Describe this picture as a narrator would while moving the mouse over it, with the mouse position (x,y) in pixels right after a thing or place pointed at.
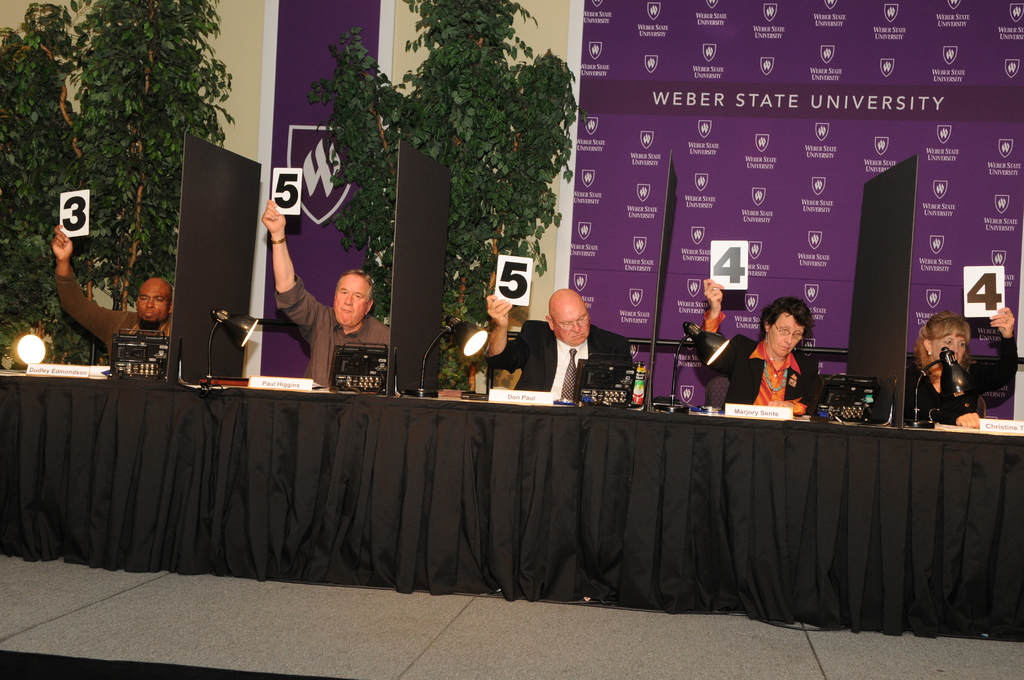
In this picture I can see five persons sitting on the chairs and holding the number boards (520,293), there are table lamps (245,328), nameplates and some other objects (861,400) on the table (944,450), and in the background (809,42) there are trees (557,95) and boards (859,22).
